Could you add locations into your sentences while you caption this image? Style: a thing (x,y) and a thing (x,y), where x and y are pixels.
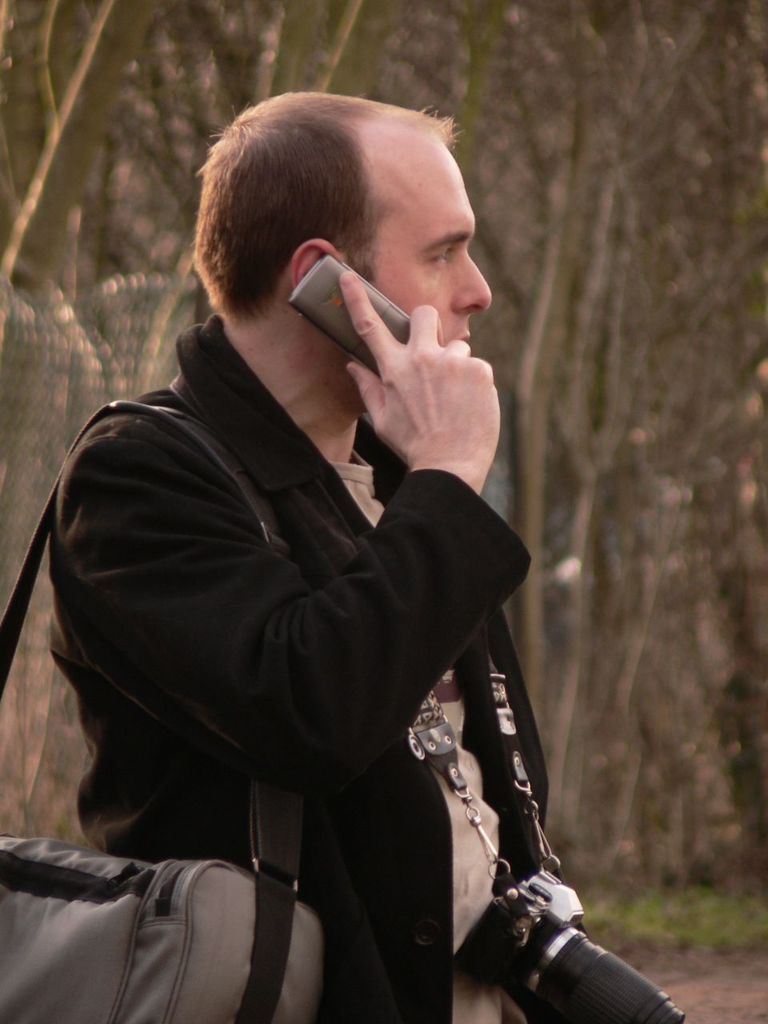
This image consists of a man (357,582) wearing a black jacket (301,767) and a bag (245,910). He is talking on the phone (366,282). In the background (758,742), there are many trees (654,11). On the left (20,345), we can see a fencing (72,441). At the bottom (721,1004), there is a ground (711,983). And he is wearing a camera (654,1014).
